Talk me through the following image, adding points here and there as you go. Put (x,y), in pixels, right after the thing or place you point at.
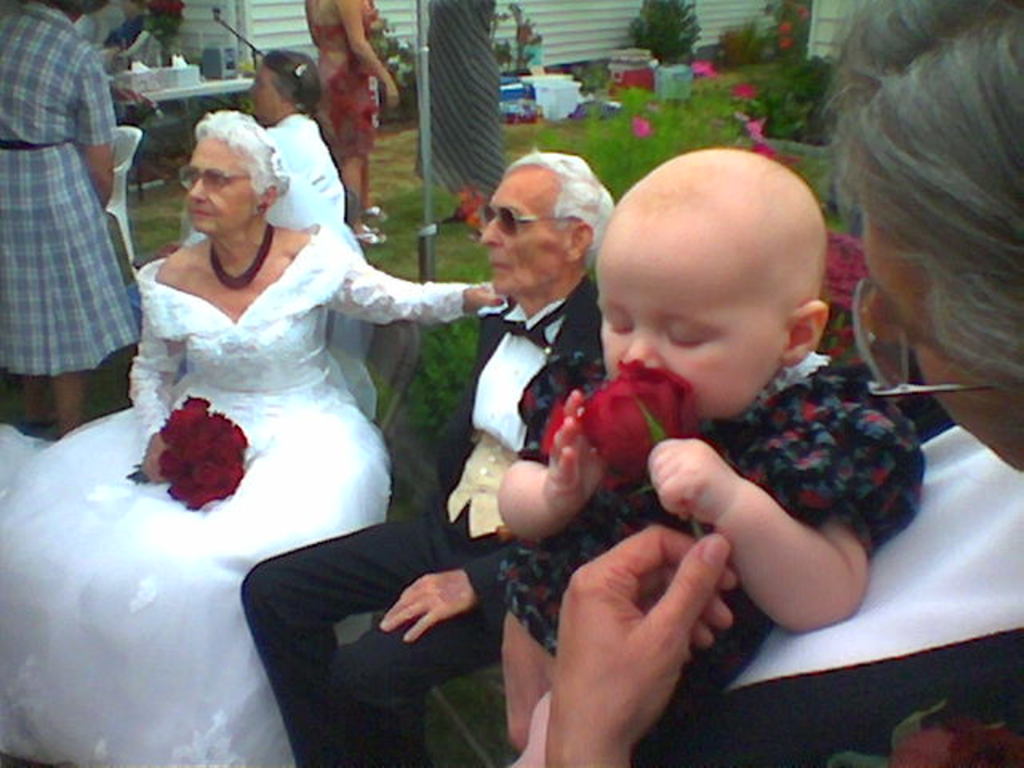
In this image, we can see an old bride (188,346) and groom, sitting on the chairs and the bride (279,534) is holding a bouquet (216,470). In the background (104,336), we can see people (73,187) and one of them (714,598) is holding a baby (690,500) and the baby (570,485) is holding a flower (622,432) and we can see some other chairs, stands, flower pots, buckets (642,72) and some other objects (183,61) on the table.
